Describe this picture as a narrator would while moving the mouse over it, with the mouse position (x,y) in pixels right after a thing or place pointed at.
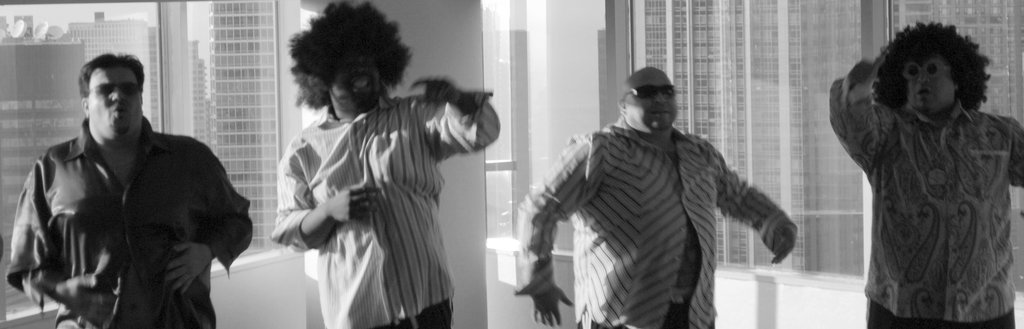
In this black and white picture we can see 4 people (123,137) dancing in a room (249,308). In the background (13,80) we can see glass windows (520,152) and buildings (214,143).
